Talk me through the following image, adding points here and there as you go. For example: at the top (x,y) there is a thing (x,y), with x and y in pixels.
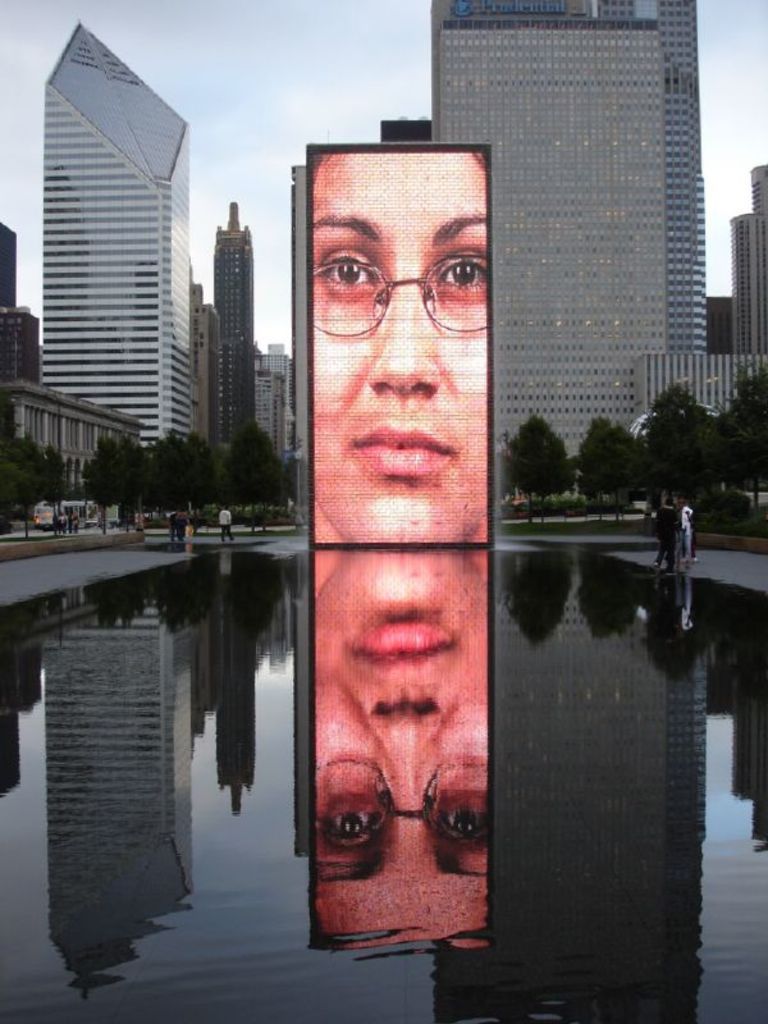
In this picture there is water (521,665) at the bottom side of the image (563,745) and there is a face poster (353,312) in the center of the image (353,349) and there are buildings (66,308) and trees (737,481) in the background area of the image (73,289).
